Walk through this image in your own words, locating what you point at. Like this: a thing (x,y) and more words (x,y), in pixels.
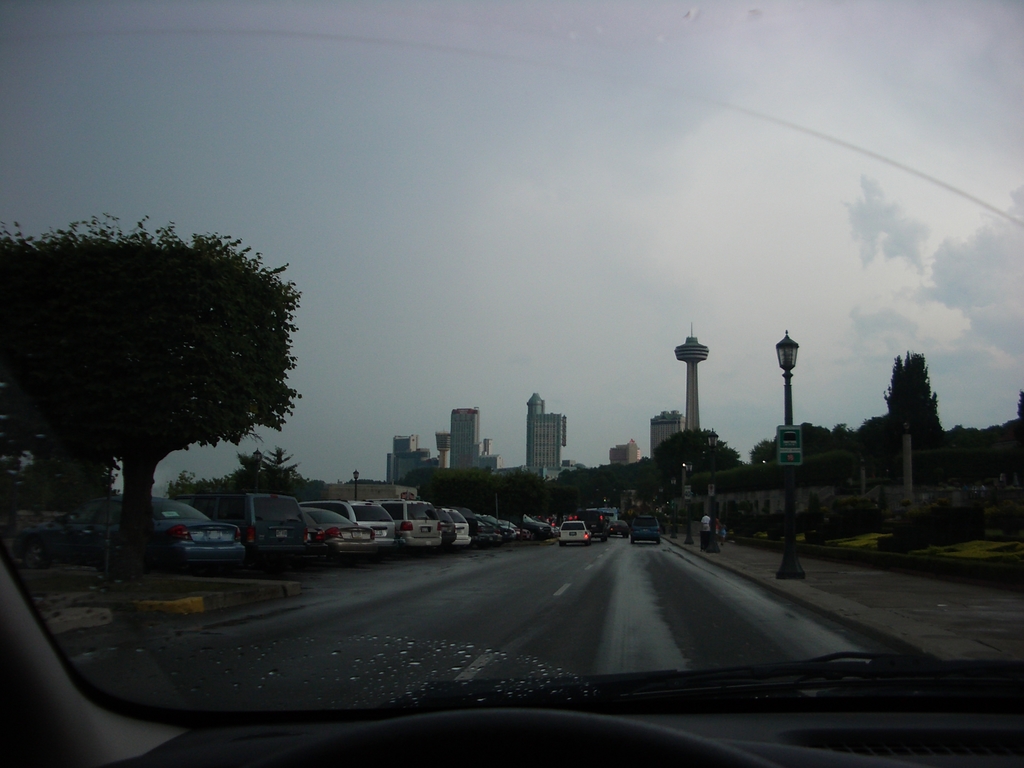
To the bottom of the image (503,720) there is a car (692,723). The image is taken from inside the car (499,725). Outside the car glass (503,622) on the road (497,547) there are many vehicles (539,529) to the left side of the image (232,548). And in the middle of the image (596,511) there are few cars (592,531) are on the road (626,551). And to the right side of the image (1002,615) there is a footpath (839,588) with poles (689,525) and lamps (784,370). In the background (441,465) there are many trees (880,440) and buildings (485,439). To the top of the image (451,39) there is a sky (492,149).
